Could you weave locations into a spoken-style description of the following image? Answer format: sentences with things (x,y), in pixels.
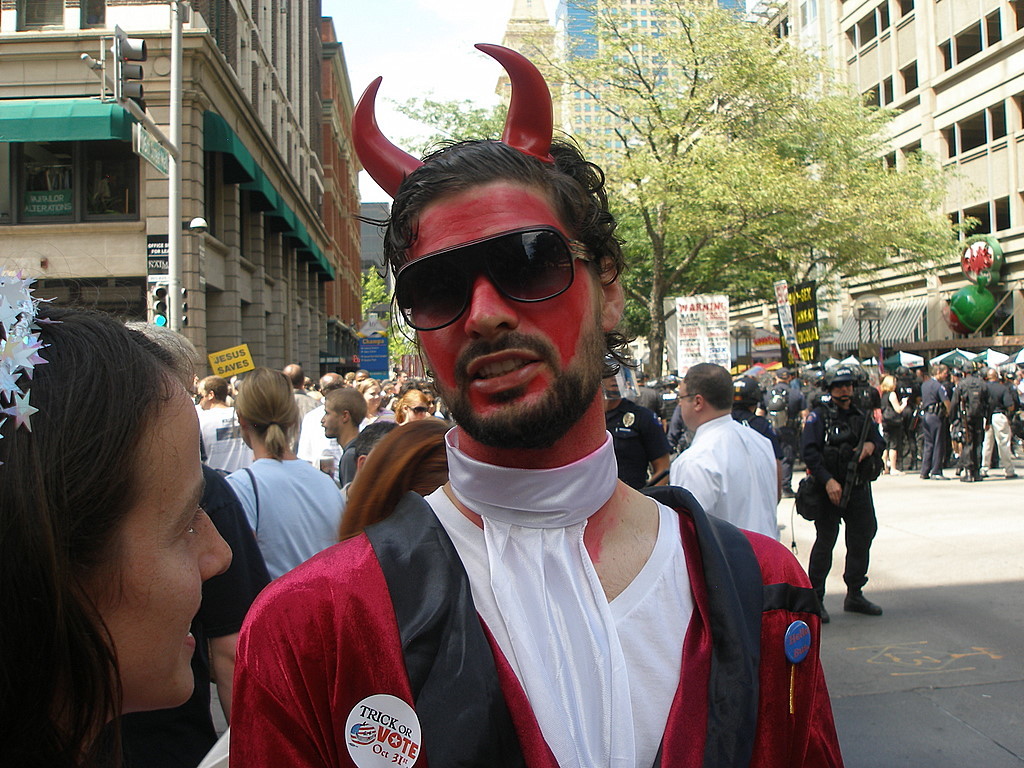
The image is taken on the streets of a city (293,383). In the foreground of the picture (392,611) there are group of people (303,490). In the center of the picture (663,269) there are trees (649,262), soldiers (840,381), people (795,372), umbrellas (940,358), banners (701,318) and other objects (372,352). On the left (61,122) there are buildings (276,103) and signal lights (132,87). In the center of background (409,45) there are buildings (642,29) and sky (359,40).
